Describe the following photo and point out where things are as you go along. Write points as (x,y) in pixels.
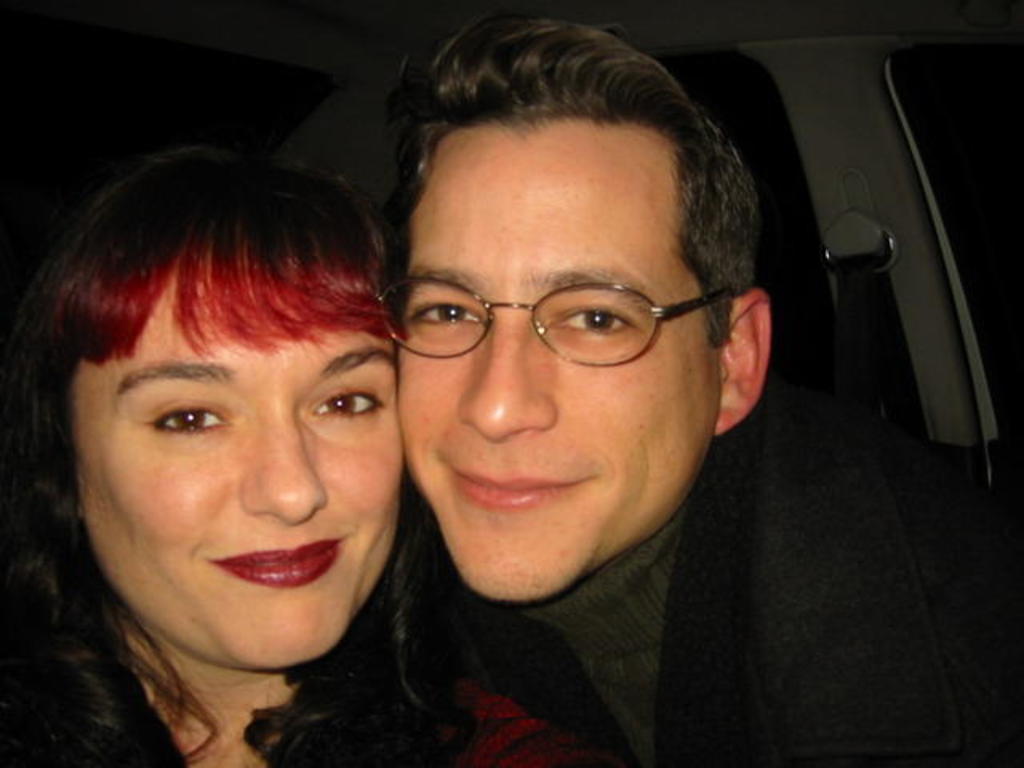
This woman (338,546) and men (565,506) are smiling. A picture inside of a vehicle (319,86). This man (626,102) wore spectacles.
